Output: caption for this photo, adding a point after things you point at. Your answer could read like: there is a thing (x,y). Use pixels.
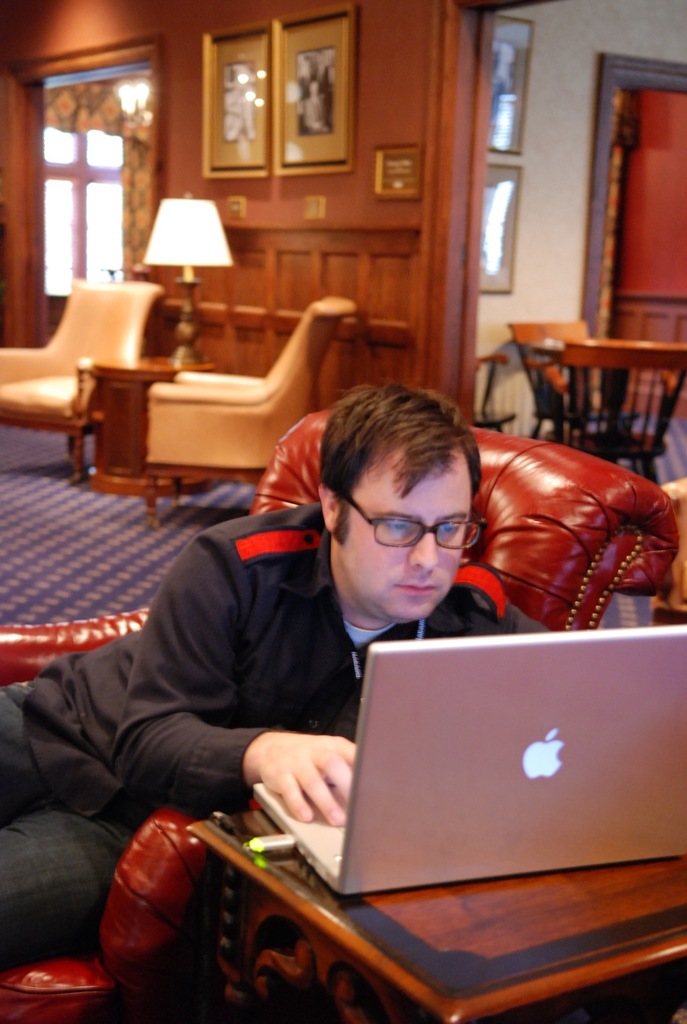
In this image I can see a man (233,622) is sitting on a chair (268,494) and wearing a specs (447,534). on this table (494,937) I can see a laptop (405,795). In the background (206,460) I can see few more chairs (10,372), a lamp (187,341) and few frames (227,152) on these walls (365,156). I can also see he is wearing a jacket (203,645).
